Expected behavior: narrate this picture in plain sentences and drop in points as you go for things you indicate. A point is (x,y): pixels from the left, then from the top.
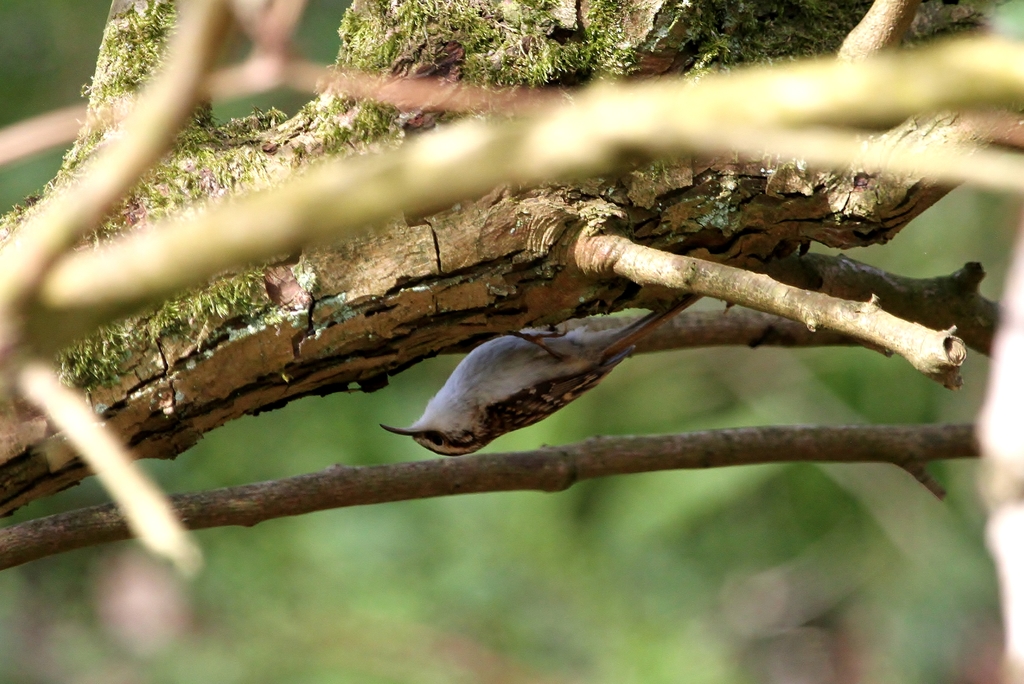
In this picture we can see a bird (460,380) on the branch (408,286). Behind the bird (472,369) there is the blurred background (501,501).
